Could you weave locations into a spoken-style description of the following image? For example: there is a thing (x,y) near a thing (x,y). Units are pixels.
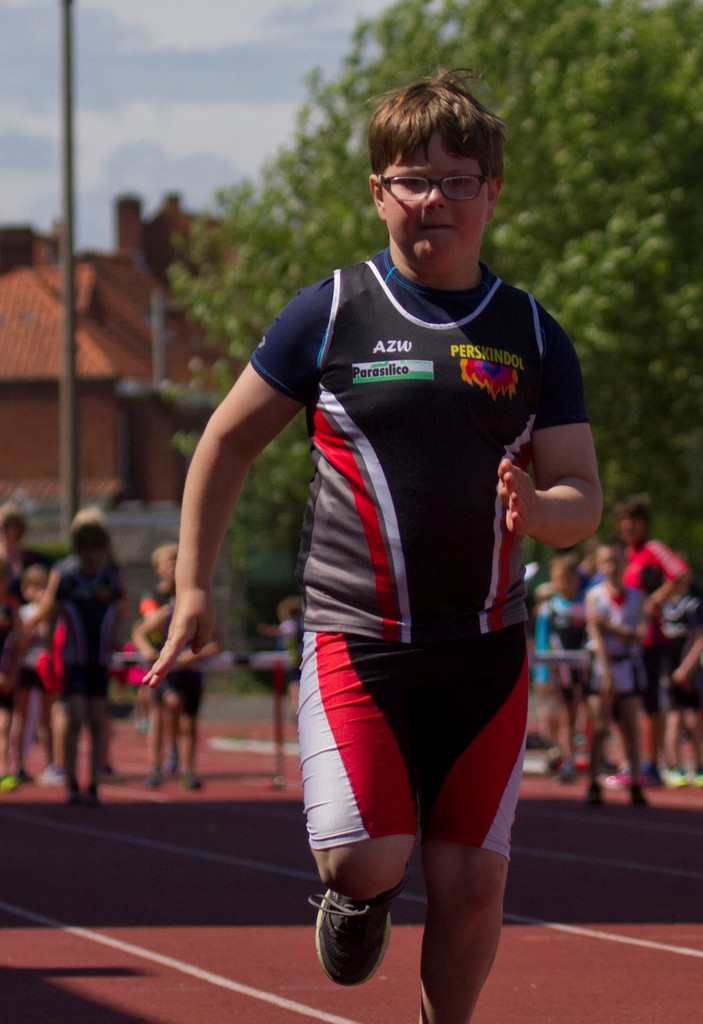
In this picture I can see a boy (290,361) running on the track (315,884), there are group of people (565,619) standing, there is a building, and in the background (489,22) there is a tree (531,29) and there is the sky (293,81).
